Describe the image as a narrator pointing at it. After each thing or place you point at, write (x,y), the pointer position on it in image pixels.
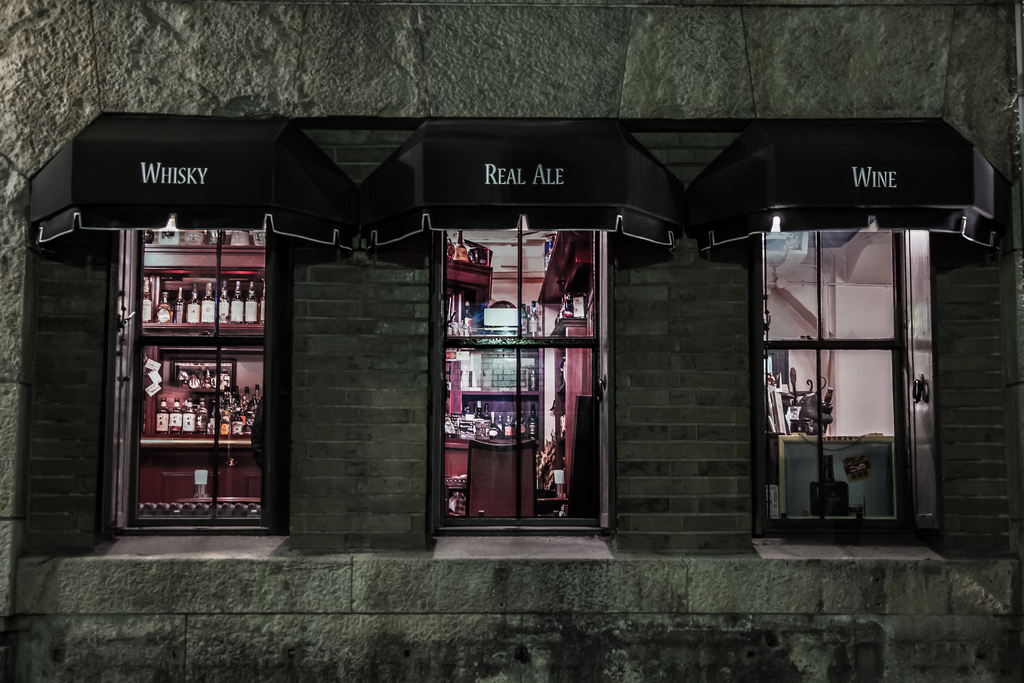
In this image we can see one building wall (793,22) with three windows (279,337), some text (885,178) on the black roof (951,168), some bottles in the racks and some objects (877,464) in the building (942,482).
